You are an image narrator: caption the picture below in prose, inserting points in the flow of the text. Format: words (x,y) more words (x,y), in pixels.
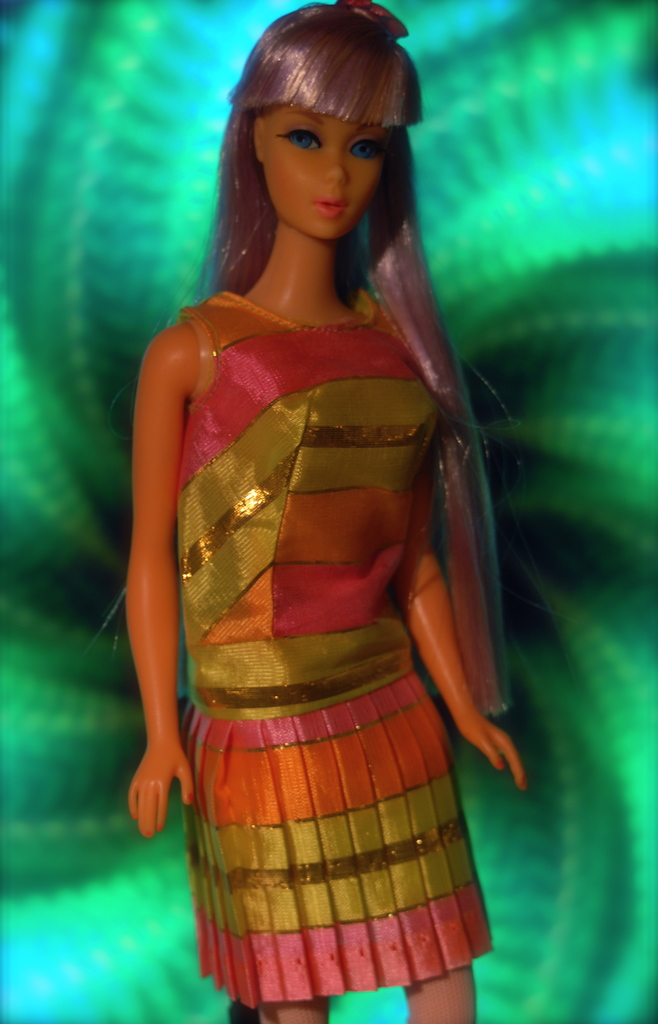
In this picture we can see a doll (274,448) and there is a green color background (106,933).
